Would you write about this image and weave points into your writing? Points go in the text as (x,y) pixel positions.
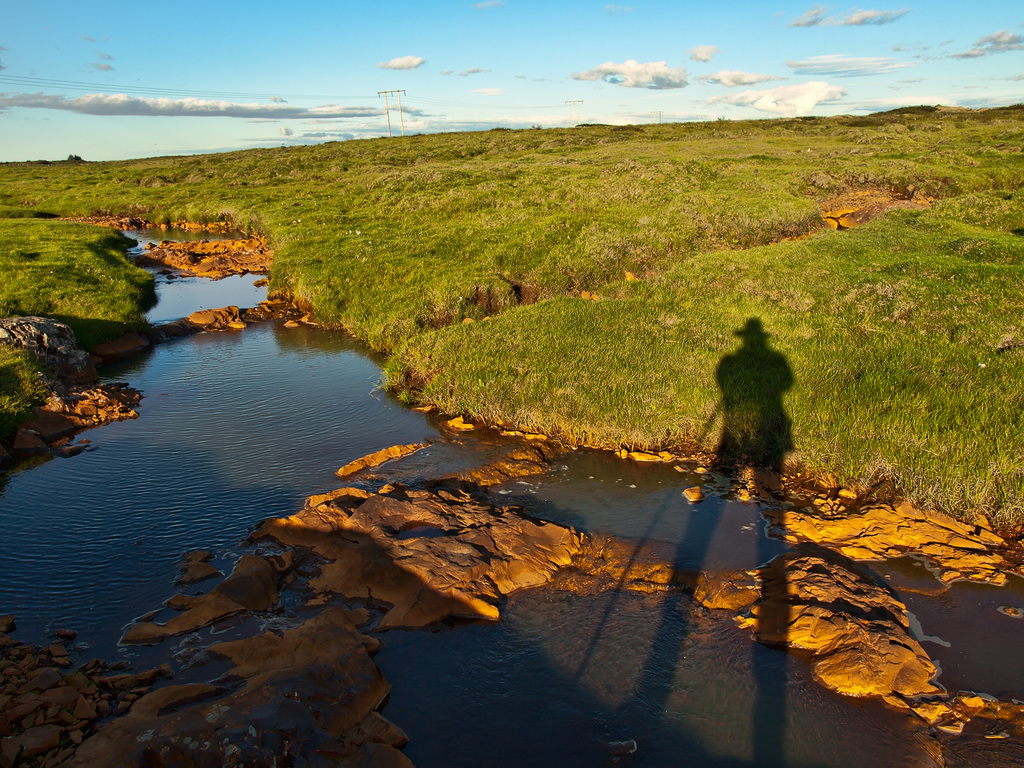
In this image there is grassland (503,281). There are poles (396,92) connected with wires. Bottom of the image (258,585) there is water (247,553) having rocks (501,561). Top of the image (482,75) there is sky (536,65), having clouds (105,64).
